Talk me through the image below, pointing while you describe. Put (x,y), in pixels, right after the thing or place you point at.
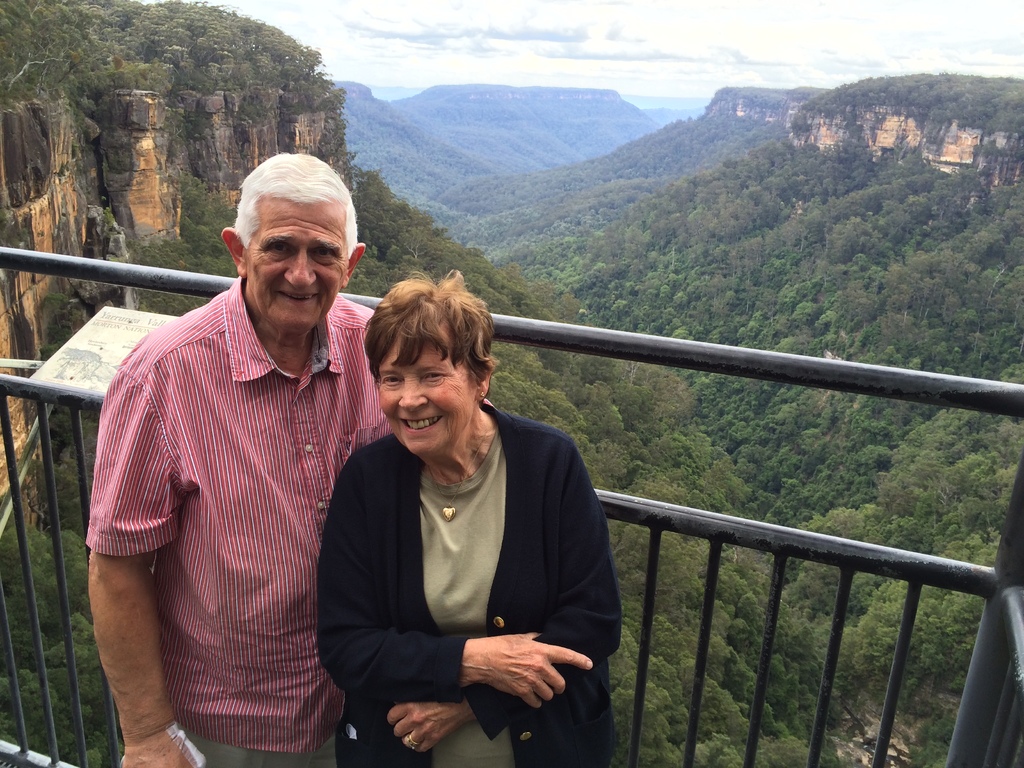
There are two persons (296,541) standing in front (387,640) a fencing (715,556) as we can see at the bottom of this image (633,523). There are some mountains (196,137) and trees (616,297) in the background (583,302). There is a cloudy sky (610,44) at the top of this image (598,49).
